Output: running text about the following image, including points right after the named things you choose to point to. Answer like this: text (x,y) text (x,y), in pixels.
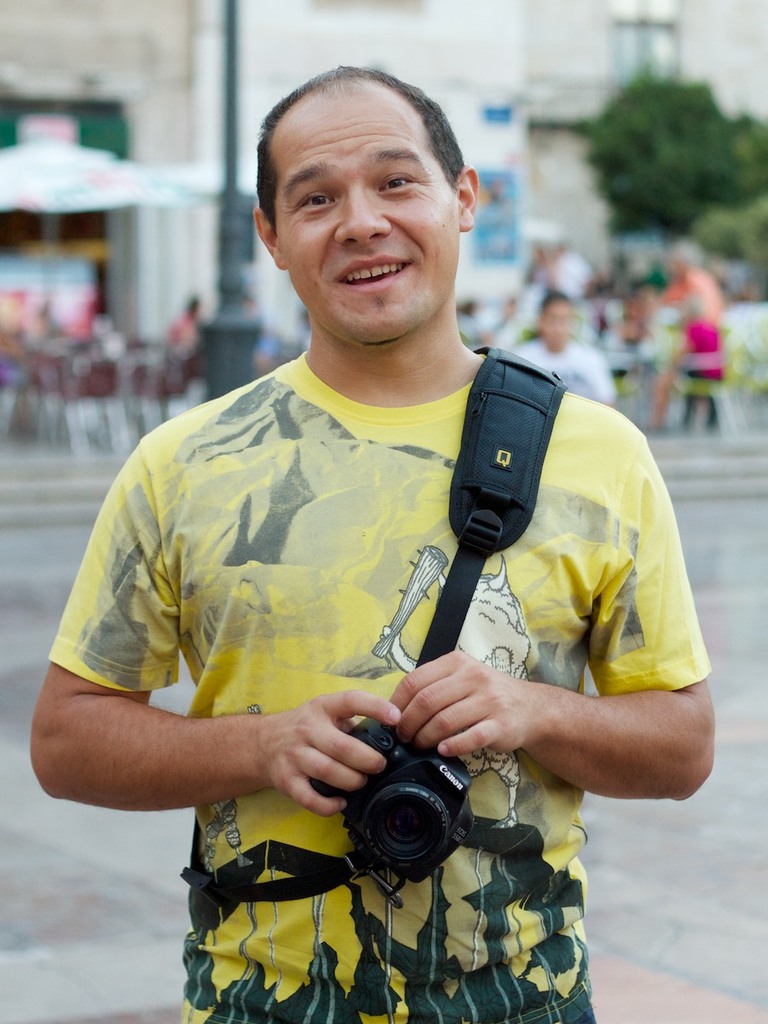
In this image there is one man (277,780) who is standing and smiling and he is holding a camera (390,773). On the background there are some people (707,297) on the right side (600,287) and left side (42,329), and on the top (153,46) there is a building (296,40) and pole (227,94) and some trees (640,107) are there.
